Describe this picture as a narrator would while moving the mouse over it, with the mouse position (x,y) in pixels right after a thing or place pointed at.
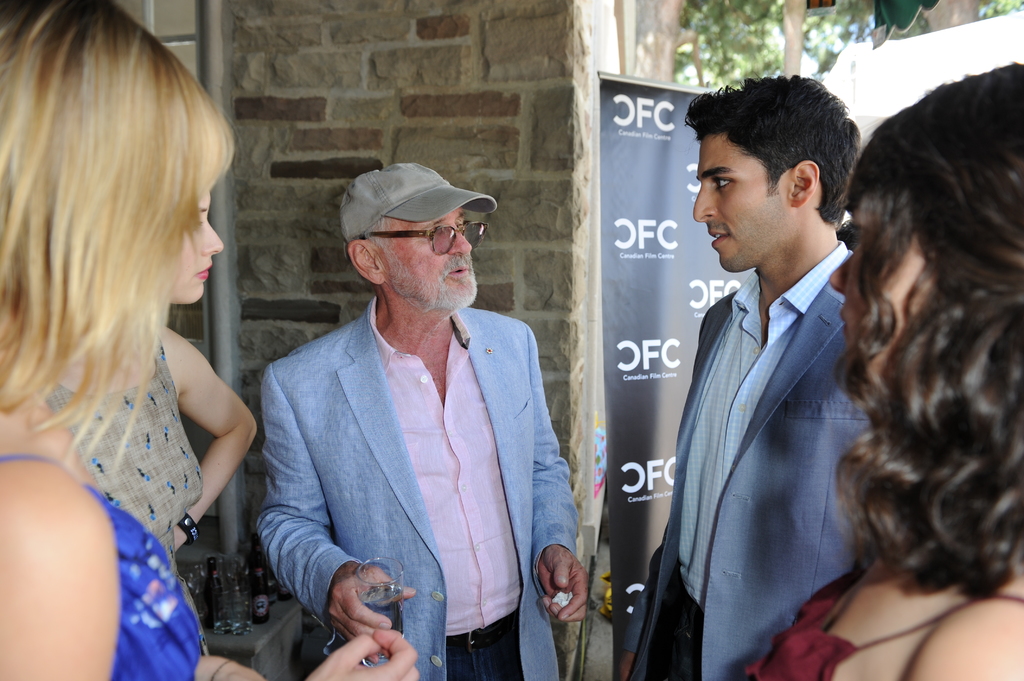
In the image we can see there are people (664,600) standing, wearing clothes (690,529) and it looks like they are talking to each other. Here we can see an old man (398,459) wearing spectacles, cap (368,217) and holding glass (375,579) in the hand (356,597). Here we can see bottles (257,596), glasses (248,586), poster (642,295) and text (642,253) on the poster (653,235). Here we can see the wall (413,53) and trees (696,55).
